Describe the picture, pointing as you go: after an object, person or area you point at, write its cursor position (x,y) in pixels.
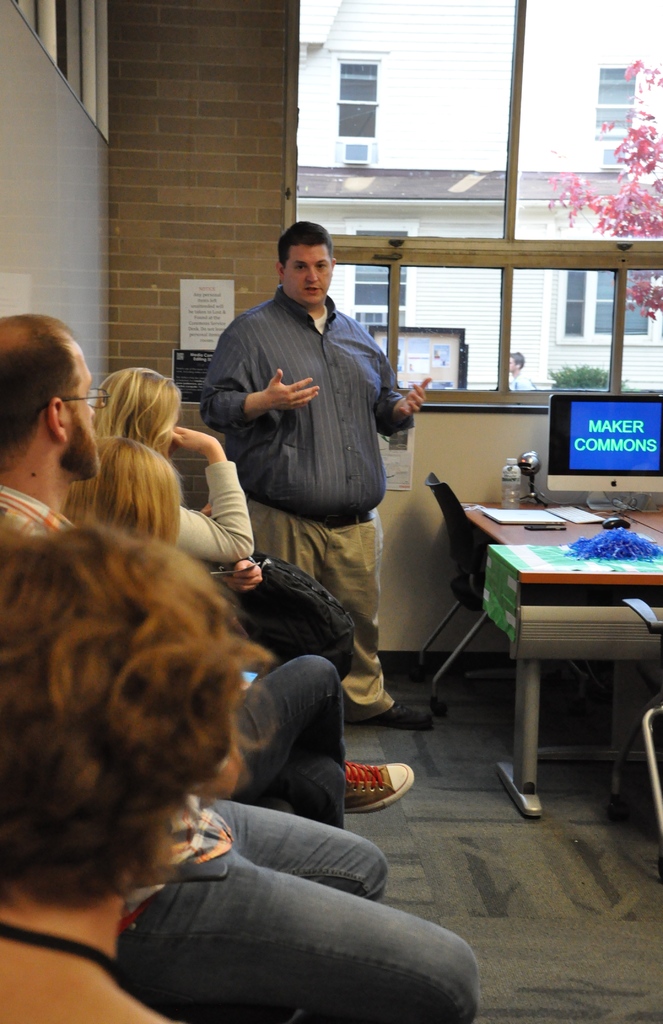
In this image In the middle (326,483) there is a man (360,456) he wear shirt (344,469), trouser (355,582) and shoes (389,711). On the right (450,523) there is a table (569,532), chair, bottle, system (607,492) and mouse (613,525). In the left (115,625) there are some people (129,657) sitting. In the background (263,135) there is a wall (230,167), window (478,136), tree (624,212), building (564,171) and plant (565,372).
